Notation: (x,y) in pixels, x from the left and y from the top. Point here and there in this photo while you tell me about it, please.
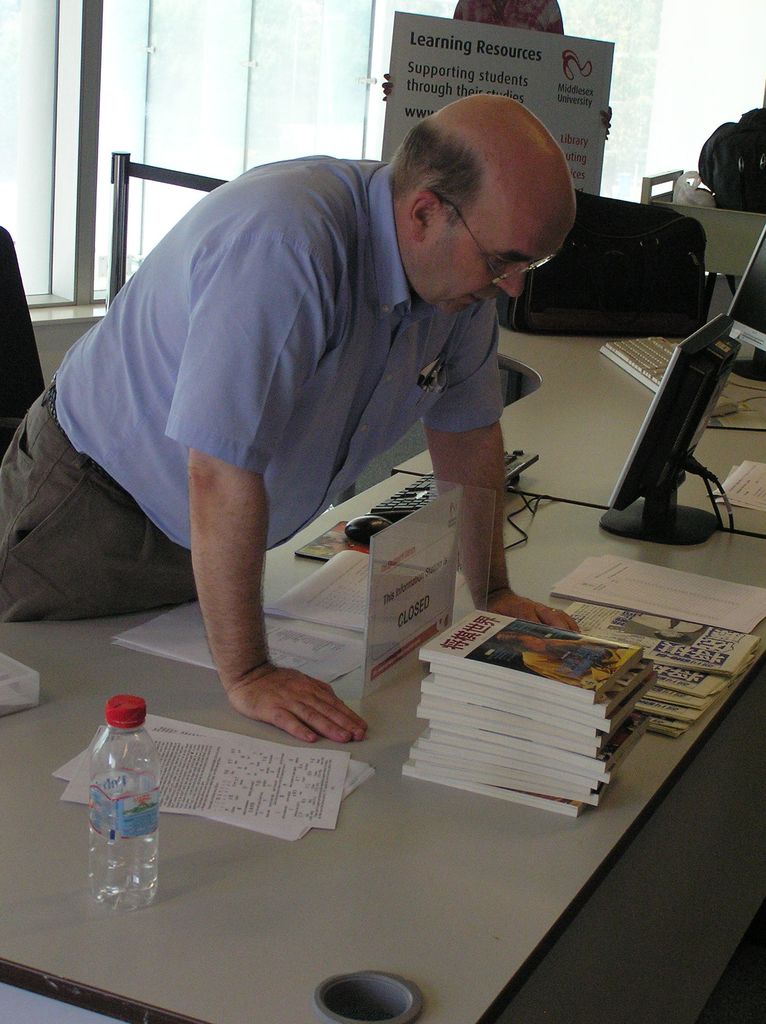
There is a person (101,591) standing in the center of the image (324,448). There is table (557,532) in the image on which there are books (441,707), bottle (115,707) and papers (341,780) and monitor (674,523). At the background of the image (634,27) there is a glass (17,98).
